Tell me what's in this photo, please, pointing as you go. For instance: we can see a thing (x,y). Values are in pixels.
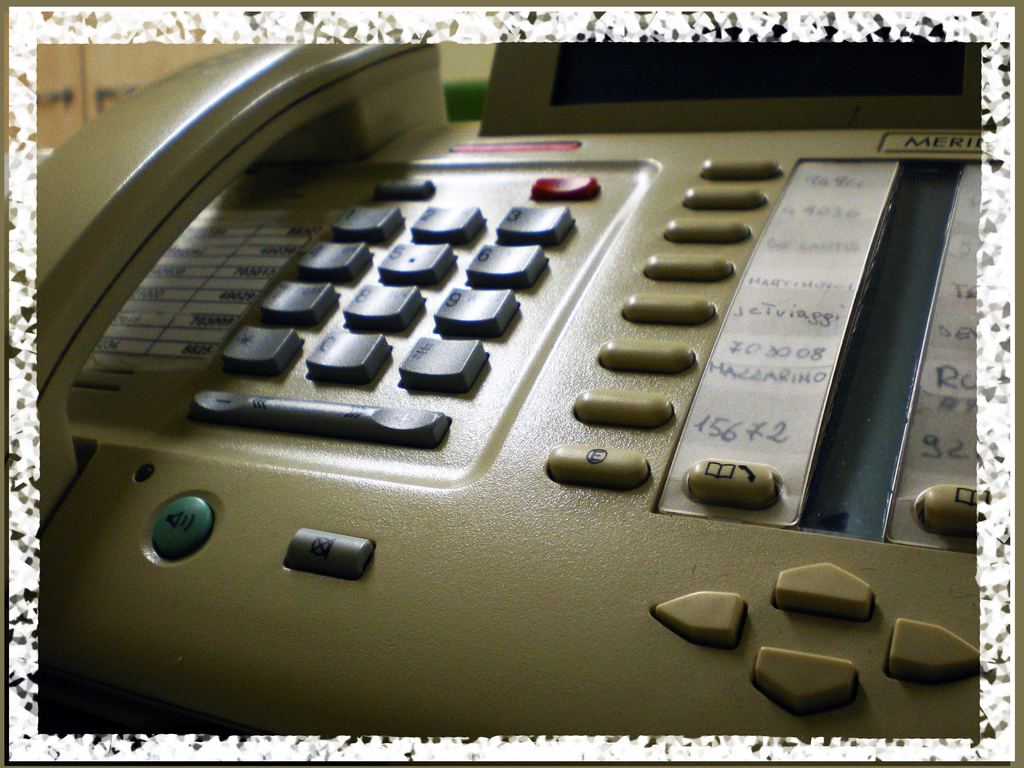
This picture seems to be an edited image with the borders (1,265). In the foreground of this picture (739,199) we can see a telephone (442,636) and we can see the text (739,314) and the numbers (959,444) on the telephone (430,352). In the background (488,54) we can see some other items (43,64).
